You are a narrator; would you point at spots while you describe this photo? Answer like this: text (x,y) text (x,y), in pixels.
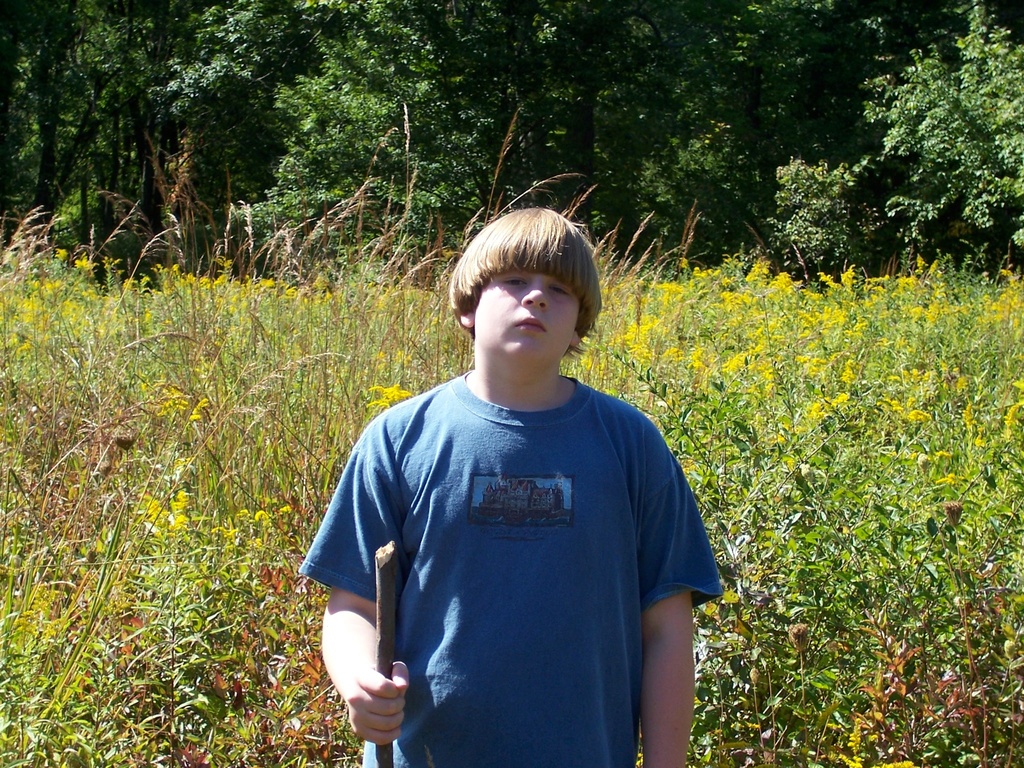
In this image we can see a person (543,528) holding a stick (388,600) and there are few plants (408,293) and trees (951,230) in the background (232,165).
